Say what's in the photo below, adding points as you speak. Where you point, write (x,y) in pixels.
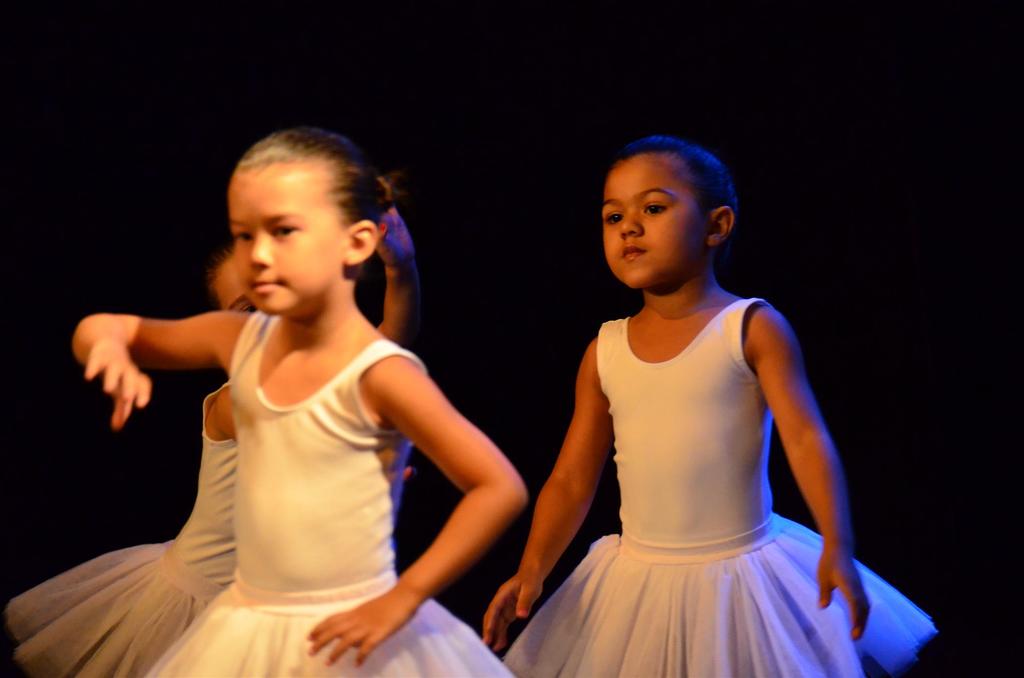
In this image, we can see three girls (303,326) in white dress (227,551). They are performing. Background (443,116) we can see a dark view.
